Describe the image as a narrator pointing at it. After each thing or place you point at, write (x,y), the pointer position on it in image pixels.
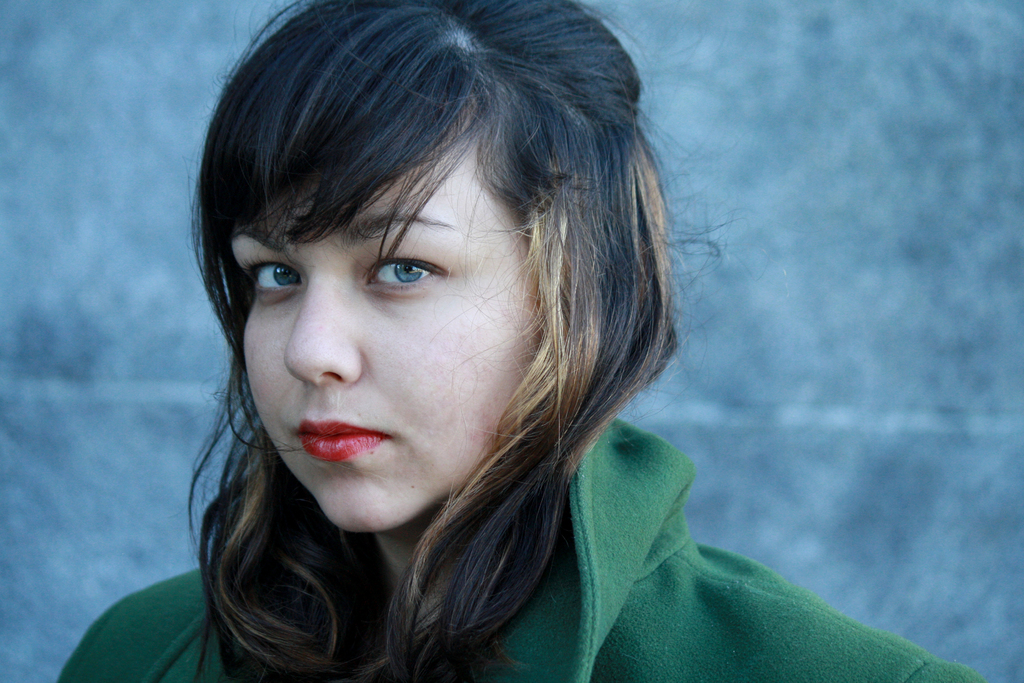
In the middle of the image (653,321) a woman (382,193) is standing and watching. Behind her there is wall (999,546).
